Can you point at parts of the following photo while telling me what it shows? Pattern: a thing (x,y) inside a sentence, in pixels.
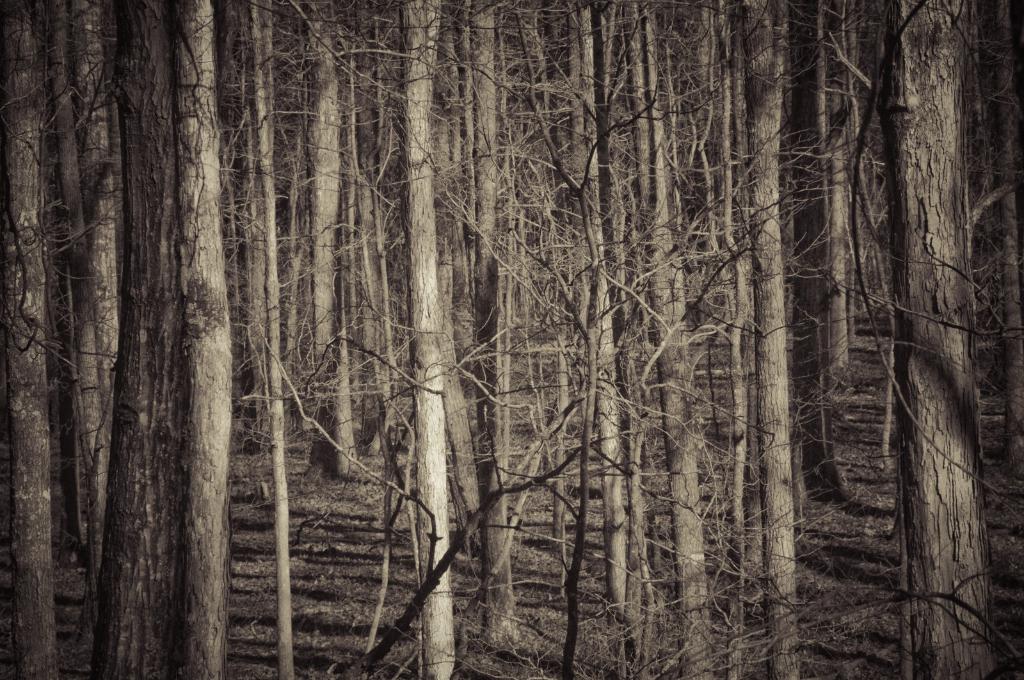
This is the picture of a place where we have some trees (579,409), dry stems (579,409) which has no leaves (579,409).
